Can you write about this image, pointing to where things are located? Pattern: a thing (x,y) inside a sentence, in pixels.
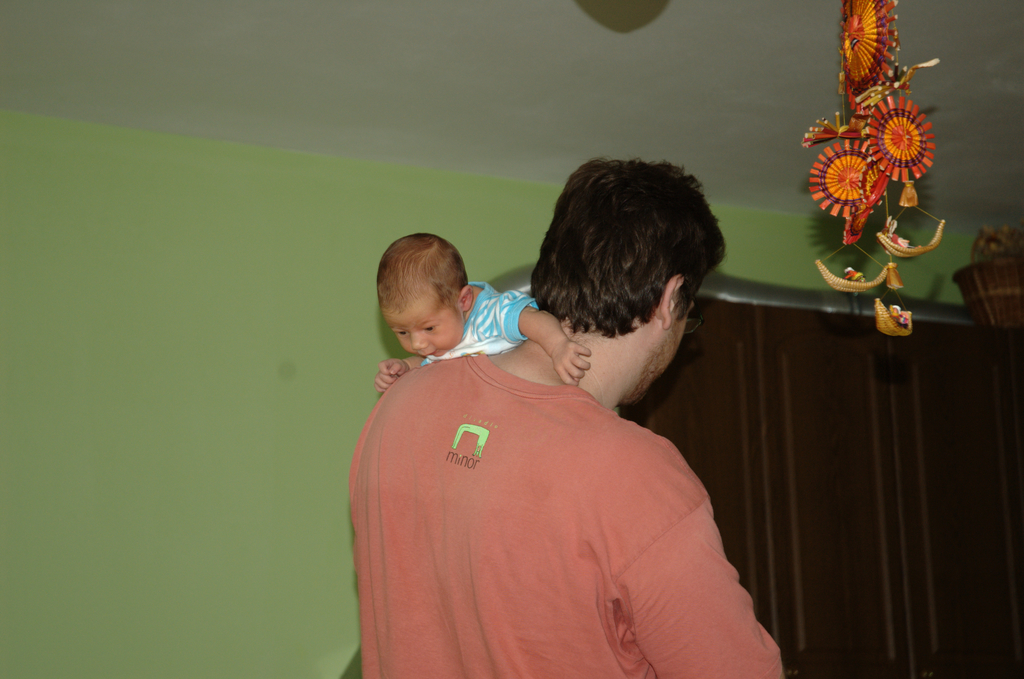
A man (571,214) is carrying a baby (499,341). Here we can see a decorative item (876,192). Background (931,438) there is a curtain (929,420), basket (1015,284) and green wall (322,361).
